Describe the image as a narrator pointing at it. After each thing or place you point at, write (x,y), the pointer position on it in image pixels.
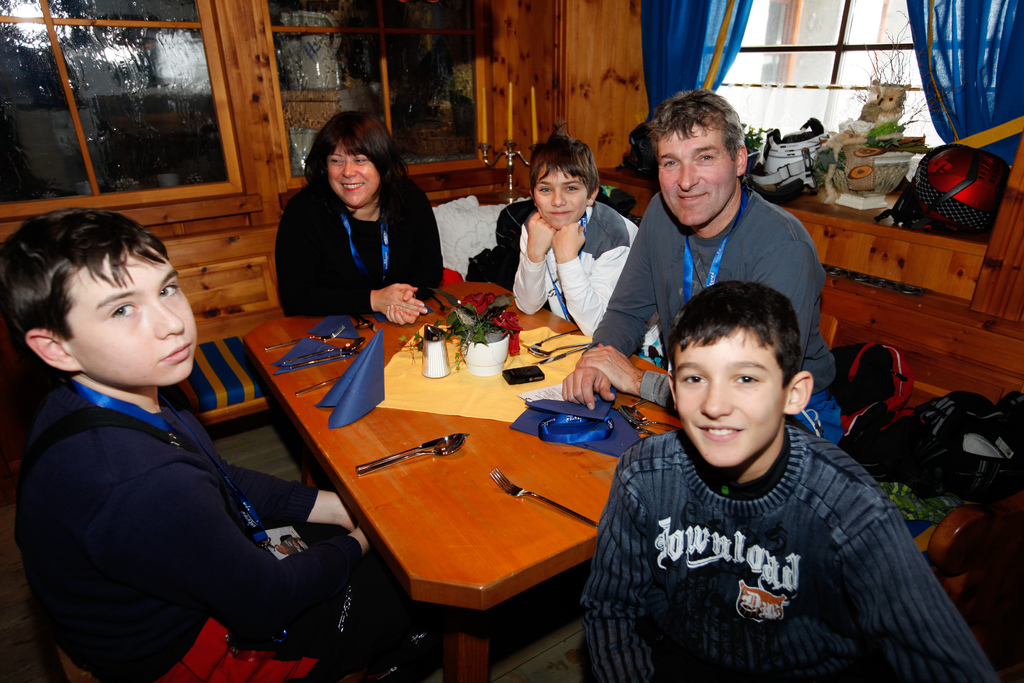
In the left side (120,515) we can see one person (159,544) is sitting in front of table (436,476). And in the center (675,276) we can see four more persons (667,261) they were sitting and they were smiling. And coming to the background (895,105) we can few objects (882,89) around them.
